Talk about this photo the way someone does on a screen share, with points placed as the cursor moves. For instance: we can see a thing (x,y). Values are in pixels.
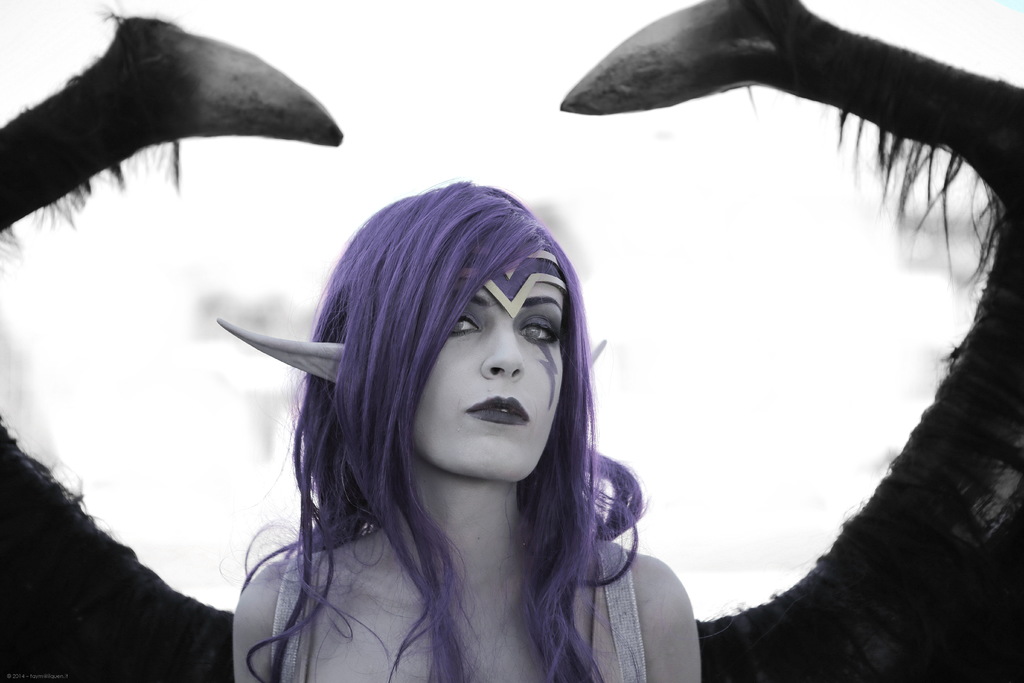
There is a person (387,221) with purple hair (514,261) presenting in this picture.
